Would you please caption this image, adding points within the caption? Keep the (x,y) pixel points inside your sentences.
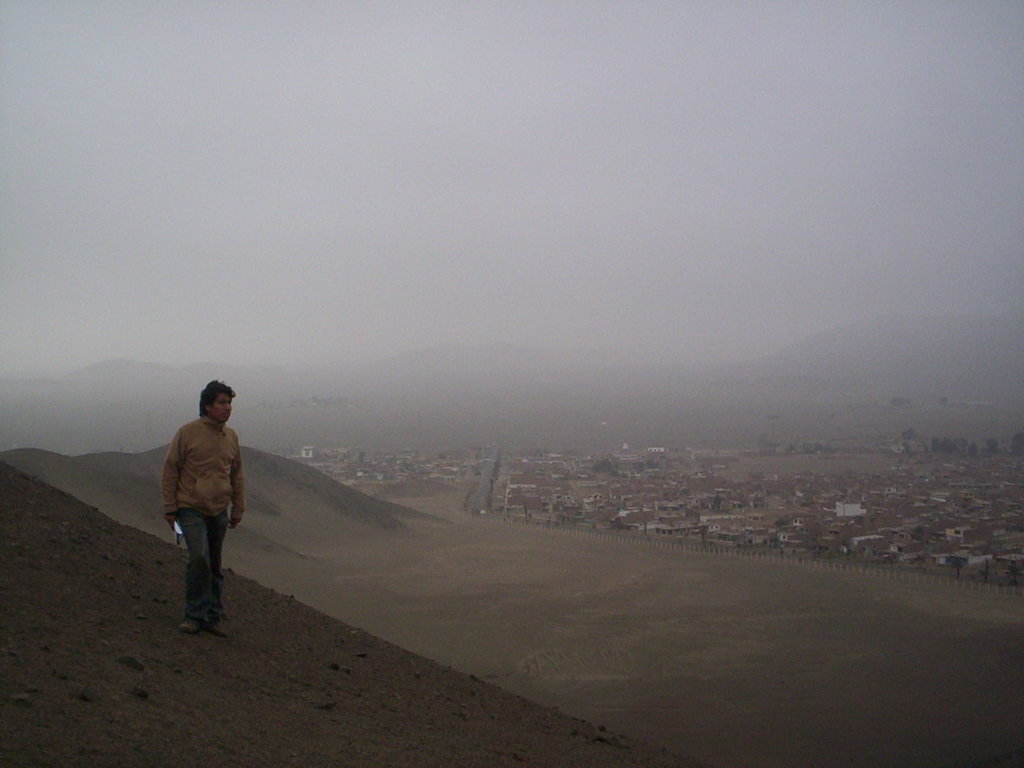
There is man (217,566) standing and holding an object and we can see hill (261,460). In the background (608,483) we can see houses (594,483) and sky (798,224).
